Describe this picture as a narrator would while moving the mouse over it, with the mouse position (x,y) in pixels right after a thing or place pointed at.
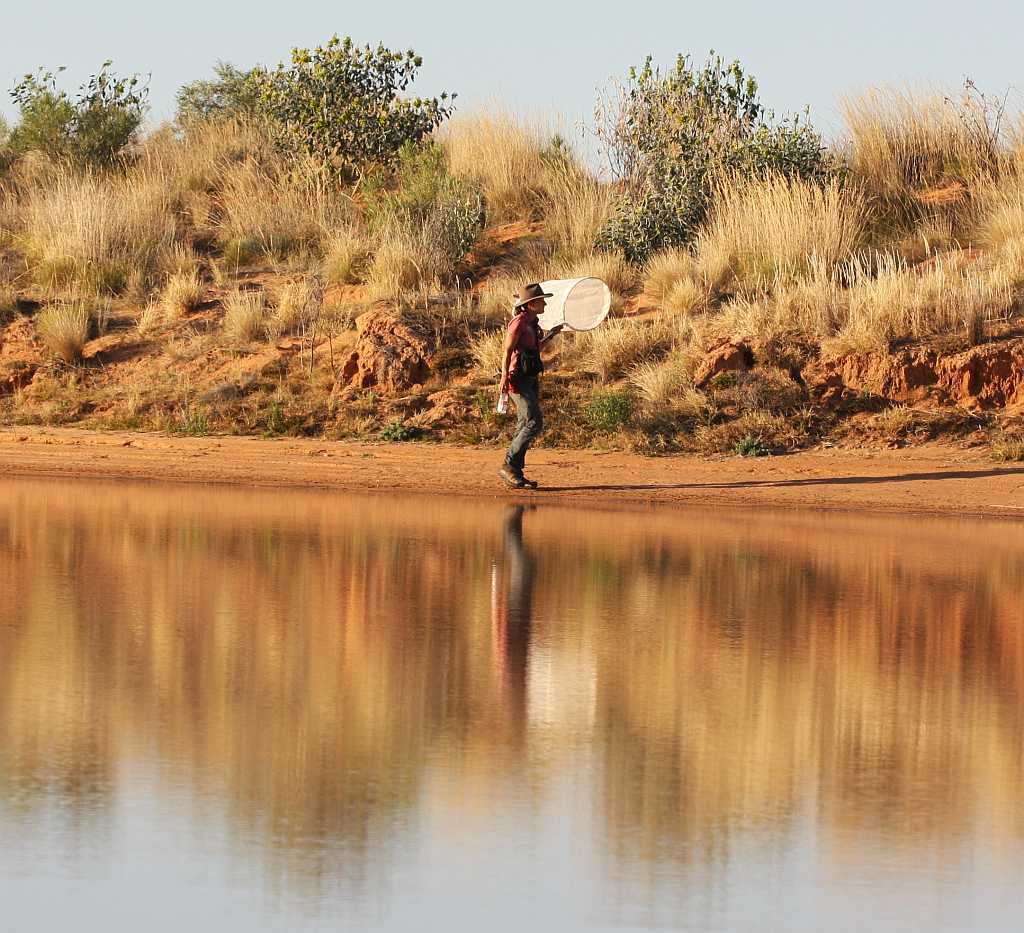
This is an outside view. At the bottom (300,857), I can see the water (413,805). In the middle of the image (526,432) there is a person (536,342) holding a net (570,322) in the hand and walking on the ground (631,462) towards the right side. In the background (408,328), I can see the grass (758,234) and plants (369,157) on the ground (24,382). At the top of the image (554,51) I can see the sky (523,51).
